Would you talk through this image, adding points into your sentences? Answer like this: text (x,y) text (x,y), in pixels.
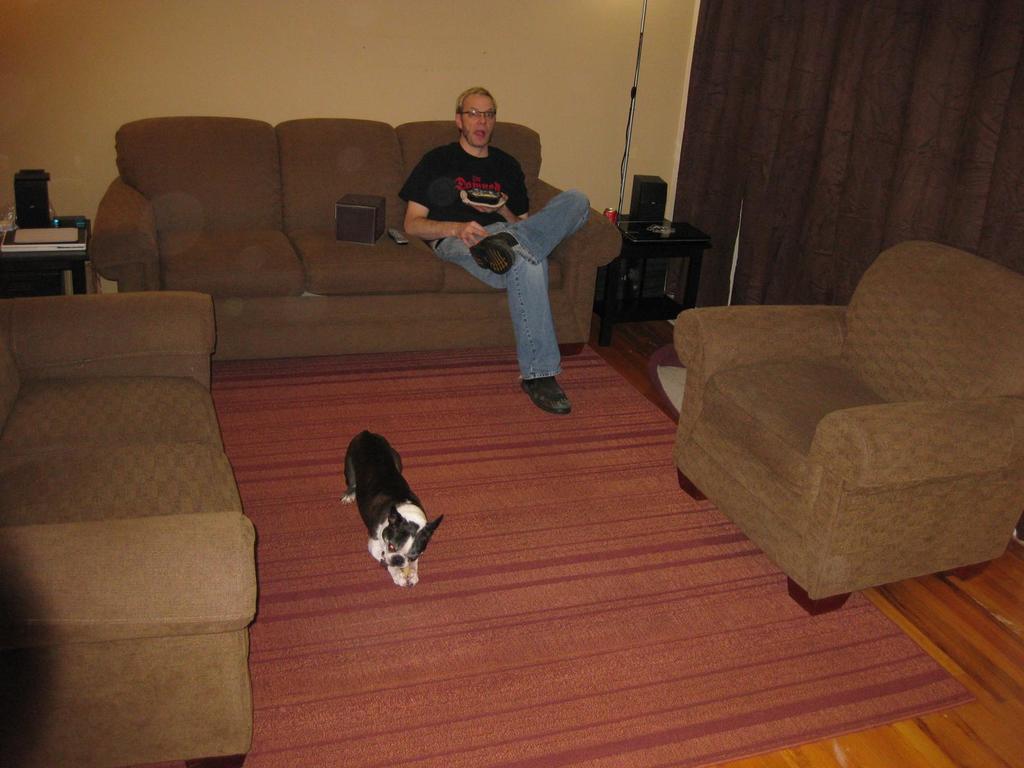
This is a picture of a room (726,126) where we have the sofas (129,405) and a dog (367,525) in between the sofas (189,479) on the floor mat (883,679) and beside the sofa (162,149) there is a desk (71,249) on which some things (43,172) are placed and on the sofa (396,196) there is a man (485,255) who is wearing a black shirt (508,181) and blue jeans (556,219) and a remote (396,236) on it and beside them there is a desk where a speaker (646,211) and a coke (618,216) placed on it.
